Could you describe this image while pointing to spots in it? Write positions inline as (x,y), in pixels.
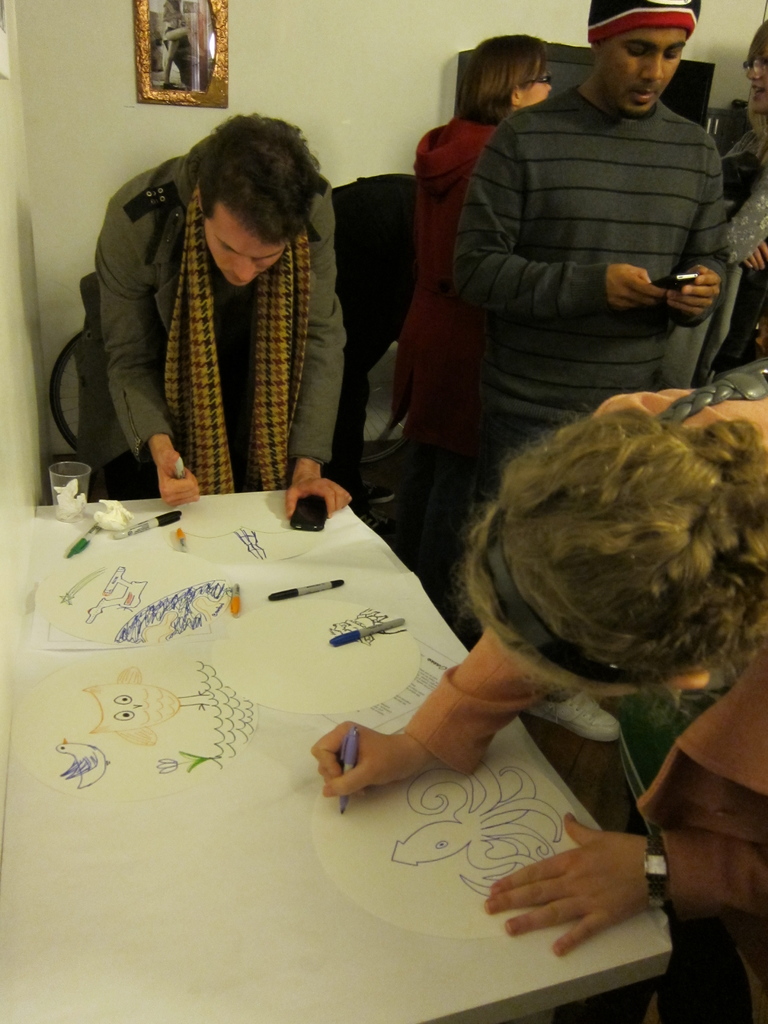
In this image I can see number of people (531,194) are standing. On the left side of this image (60,1020) I can see a white colour table (218,990) and on it I can see few white colour papers (257,670) and few pens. I can also see a glass (66,517) and a phone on the table (201,571). In the background (106,82) I can see a frame (139,96) on the wall (248,52).
